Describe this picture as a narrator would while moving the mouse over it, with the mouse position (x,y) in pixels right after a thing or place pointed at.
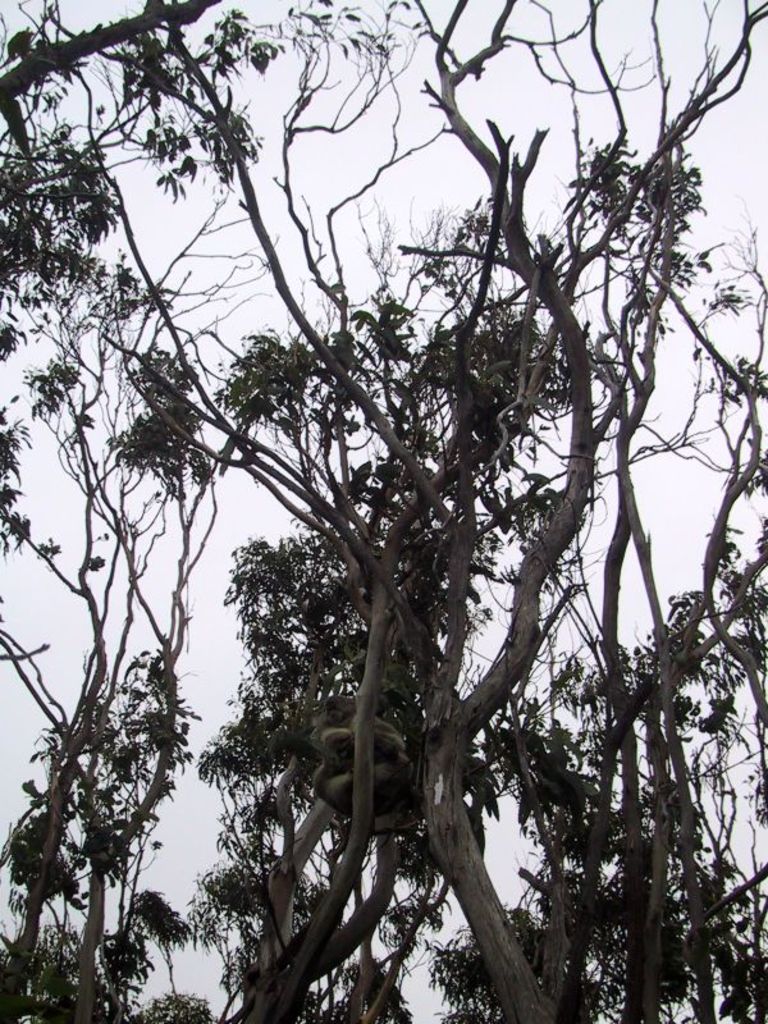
In this image I can see number of trees (381,420) in the front (447,524) and I can also see the sky (239,497) in the background (452,428).
